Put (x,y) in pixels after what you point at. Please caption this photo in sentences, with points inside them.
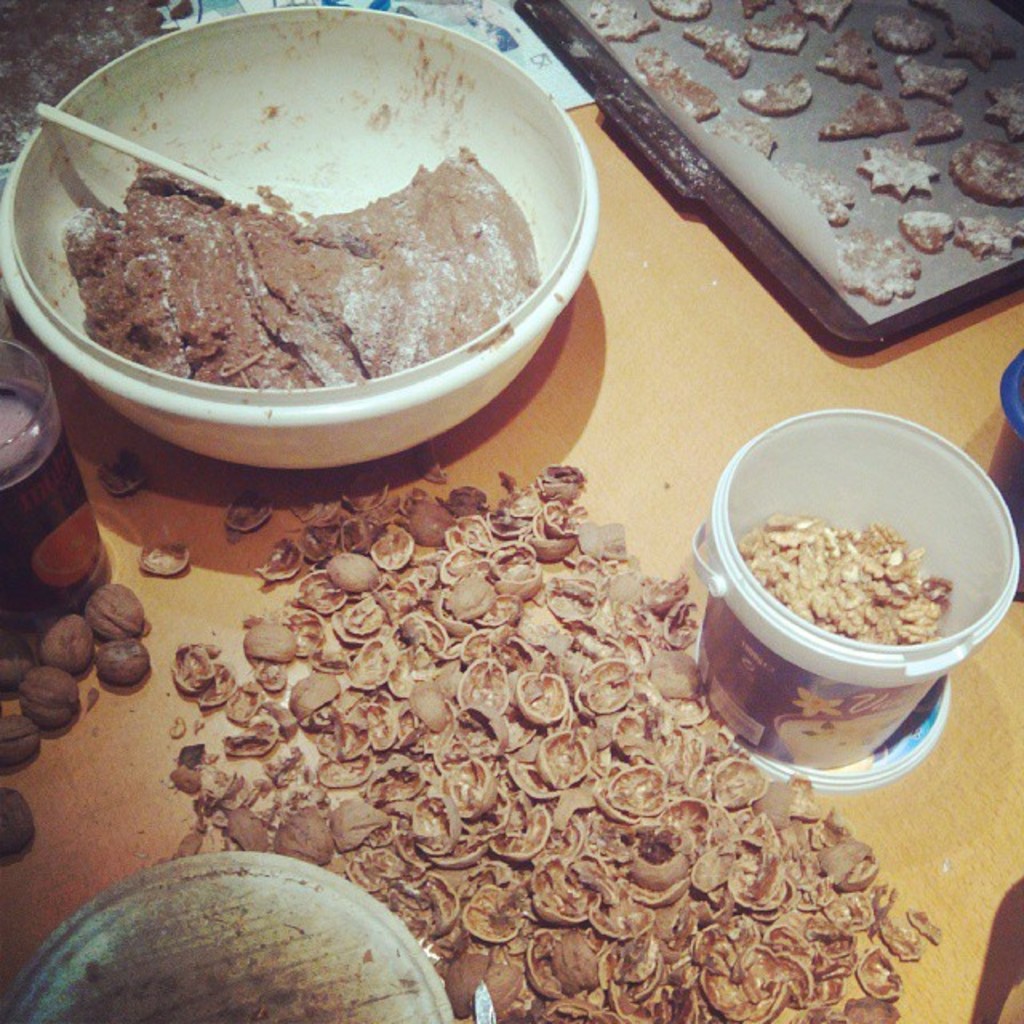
In this image we can see walnut shell (610,839) on the wooden surface (790,413). In one bucket (916,541) walnut (870,621) is there. At the bottom of the image (340,975), one circular shaped thing (193,937) is present. At the left top of the image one glass (70,475) is there. In glass (19,463) some juice (19,454) is present. And we can see brown color dough (311,317) in a white color bowl (154,369). Right top of the image (776,203), biscuits (638,21) are there in a brown tray (806,262).
